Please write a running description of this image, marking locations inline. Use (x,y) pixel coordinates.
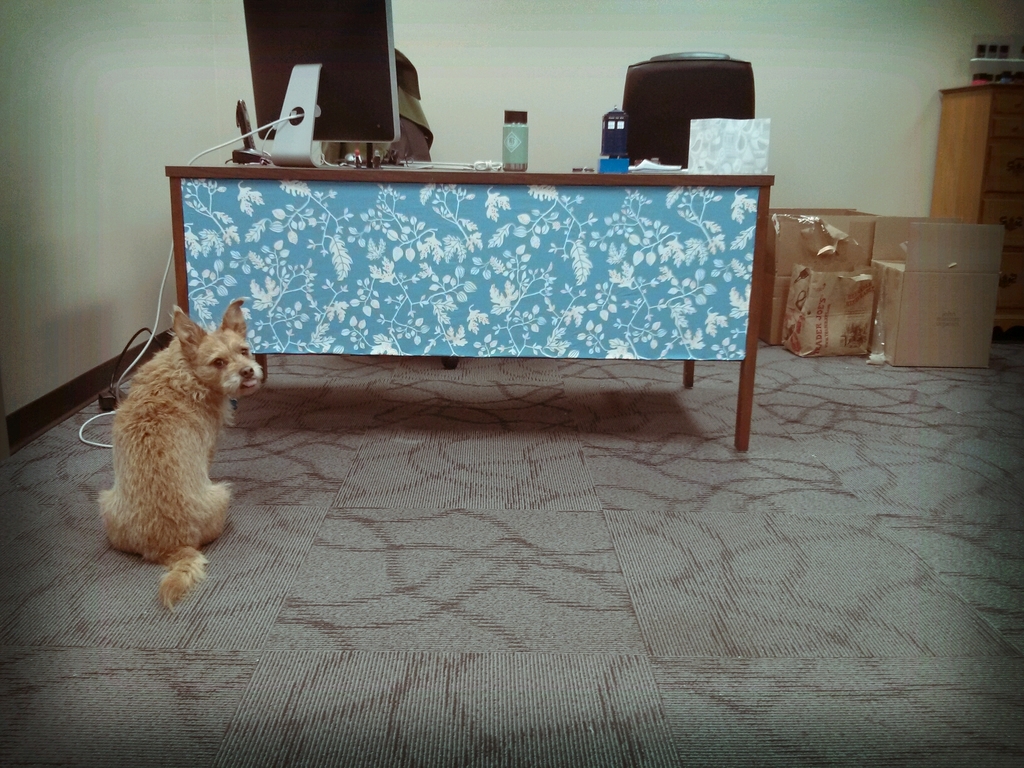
We can see animal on the floor (646,521). There is a table (512,194). On the table (505,183) we can see monitor (344,136), bottle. We can see chair (703,79). On the background (793,31) we can see wall (865,90). This is cardboard (927,310).
